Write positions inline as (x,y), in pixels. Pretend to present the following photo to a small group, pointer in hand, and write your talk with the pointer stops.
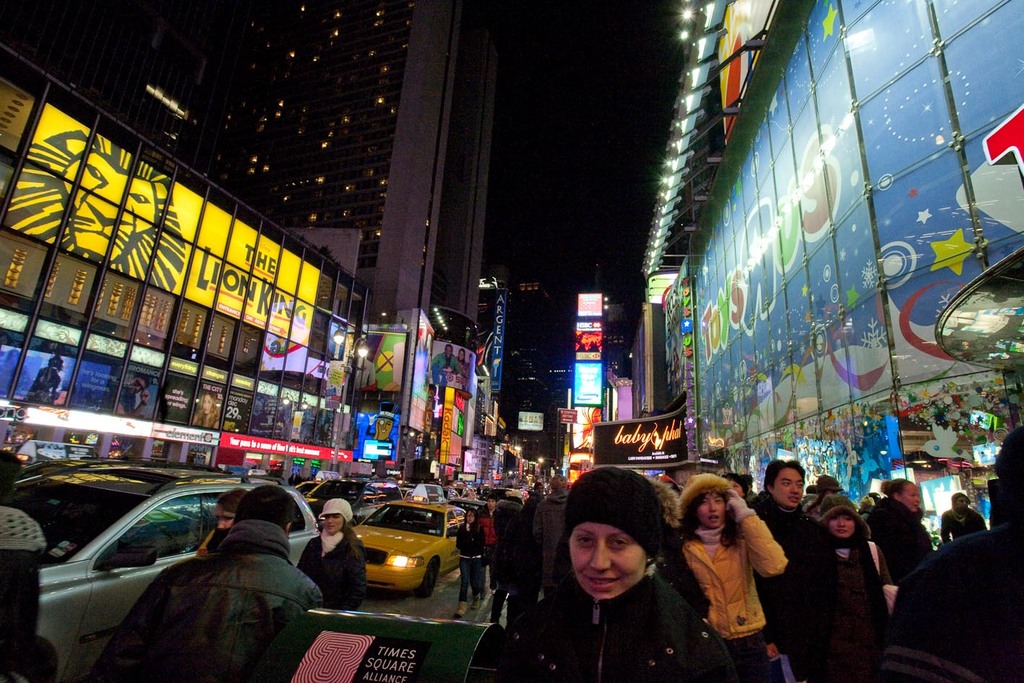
In the center of the image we can see persons (507,562) and vehicles (397,518) on the road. On the right (766,362) and left side of the image (313,333) we can see buildings (288,354) and lights (436,404). In the background (539,144) there is a sky (562,162).
